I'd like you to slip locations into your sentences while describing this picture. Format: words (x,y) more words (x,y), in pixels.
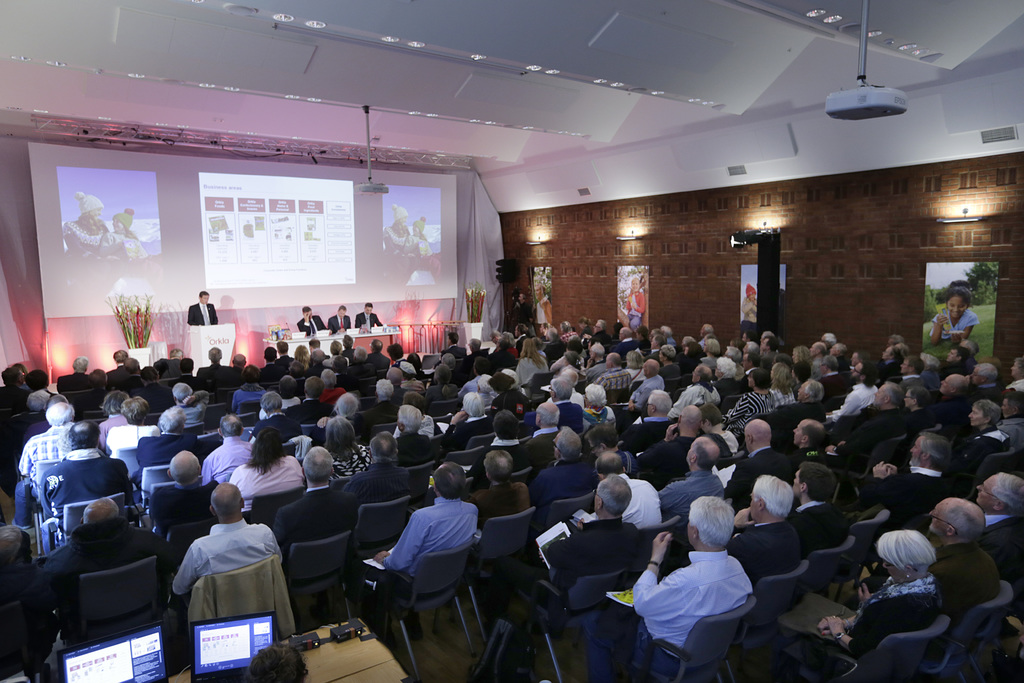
Group of people (400,352) sitting on the chair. This person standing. We can see lights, projector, chairs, table (325,665). On the table (356,664) we can see screen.
